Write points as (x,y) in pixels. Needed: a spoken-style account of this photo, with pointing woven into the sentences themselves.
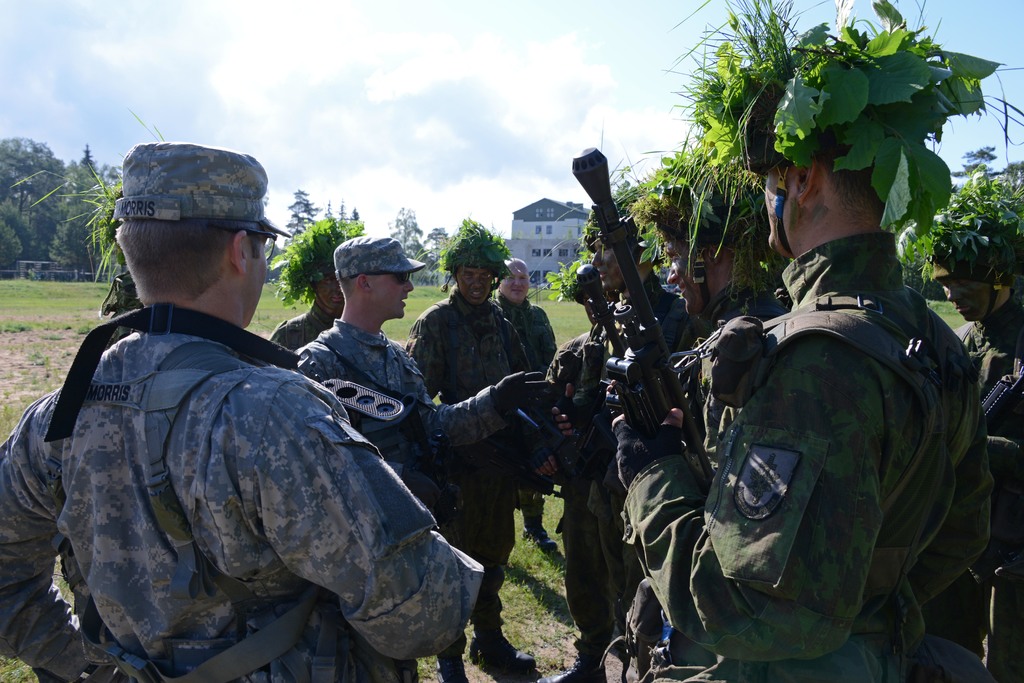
In this picture I can observe men (430,306) in the middle of the picture (424,358). I can observe plants (660,171) on their heads (588,233). In the background (528,211) I can observe a building (541,234) and some trees (82,222). In the background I can observe some clouds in the sky (345,116).
